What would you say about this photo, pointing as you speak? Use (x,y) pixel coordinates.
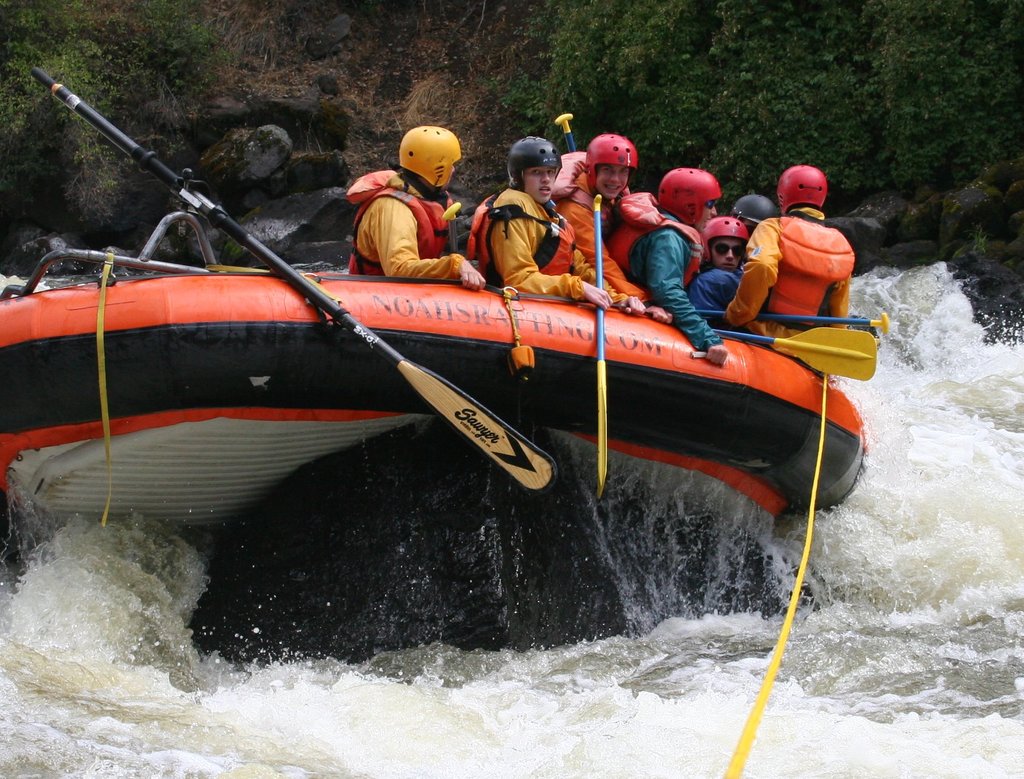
In this image there are trees (752,143) towards the top of the image (800,88), there is water (935,684) towards the bottom of the image (509,684), there is a rock (521,558), there is a boat (514,370), there are men (606,264) in the boat (832,403), there are oars (599,285), there is an object (757,698) towards the bottom of the image (776,658) that looks like a rope (803,566).
